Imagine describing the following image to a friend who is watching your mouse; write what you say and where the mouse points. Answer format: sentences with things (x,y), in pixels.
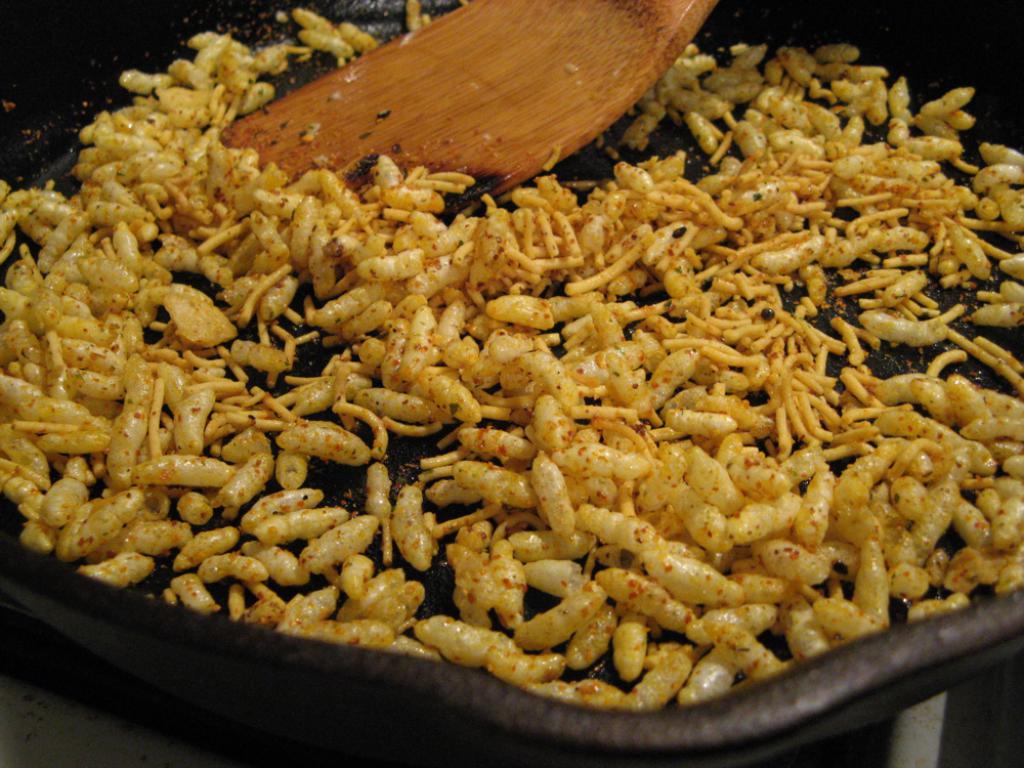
In the image there is puffed rice (564,492) in a pan (132,613) along with a wooden spoon (506,95).
